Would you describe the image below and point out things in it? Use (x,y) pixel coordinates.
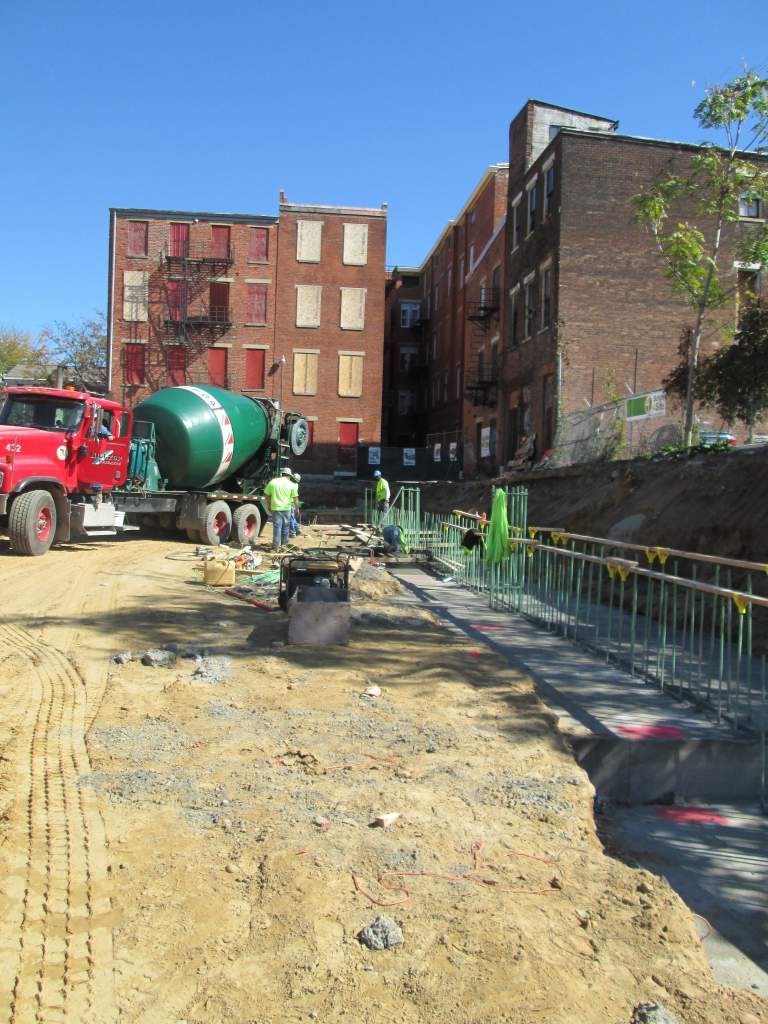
In this picture there are people (386,492) in the center of the image (272,502) and there is a trailer truck (107,415) on the left side of the image (84,477), there is a boundary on the right side of the image (610,619), there are buildings (356,354) in the background area of the image (312,335), there are windows (215,289) on it, there is greenery (764,352) in the image, there is a drum (211,408) in the image.
